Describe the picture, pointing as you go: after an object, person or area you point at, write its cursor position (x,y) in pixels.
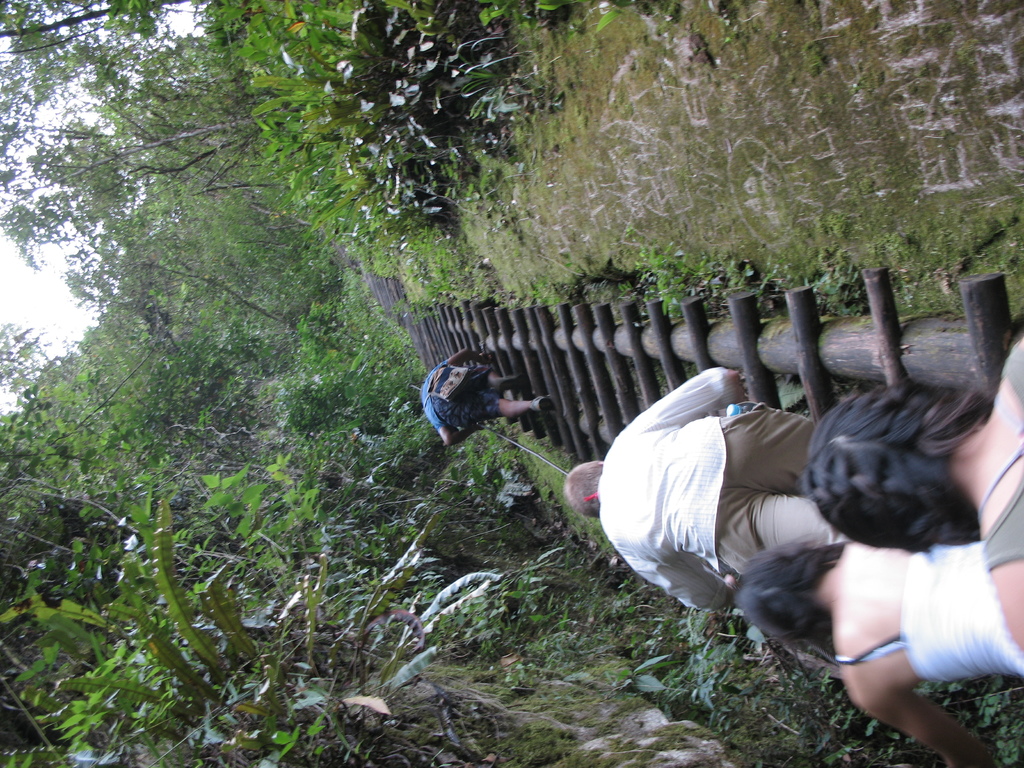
In this picture we can see four people (734,526), ladder (489,337), trees (256,355) and some objects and in the background (48,332) we can see the sky (49,312).
